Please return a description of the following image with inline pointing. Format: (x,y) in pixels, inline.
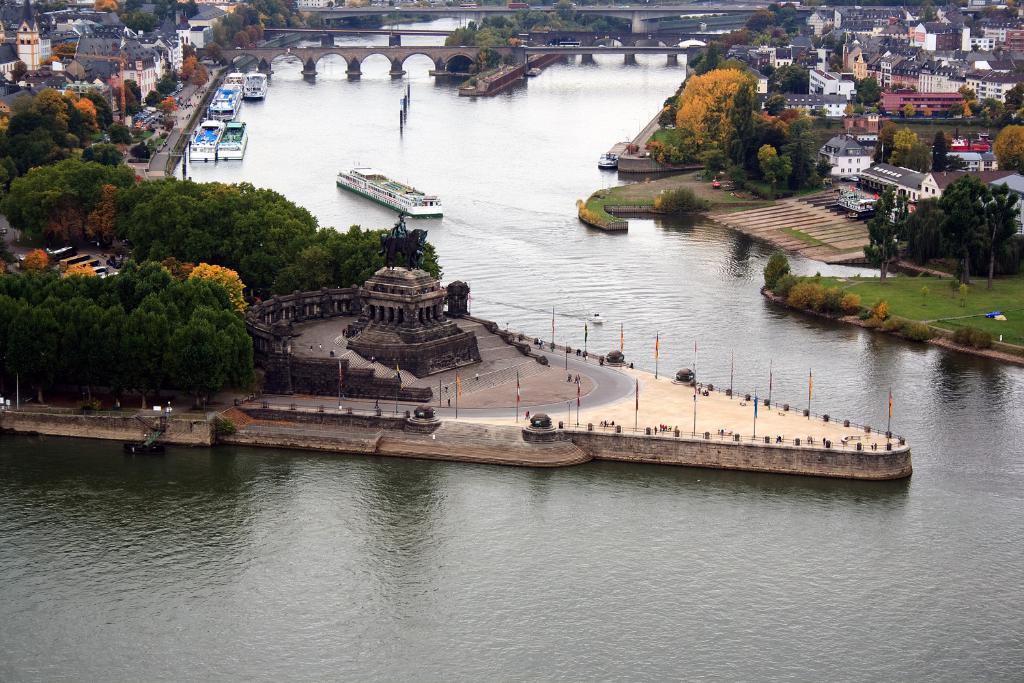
The picture is an aerial view of a city (20,94). The picture consists of buildings (945,63), trees (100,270), ships (214,129), bridges (456,51), flags (656,366), plants (796,292), grass (949,311) and a water body (444,195).
